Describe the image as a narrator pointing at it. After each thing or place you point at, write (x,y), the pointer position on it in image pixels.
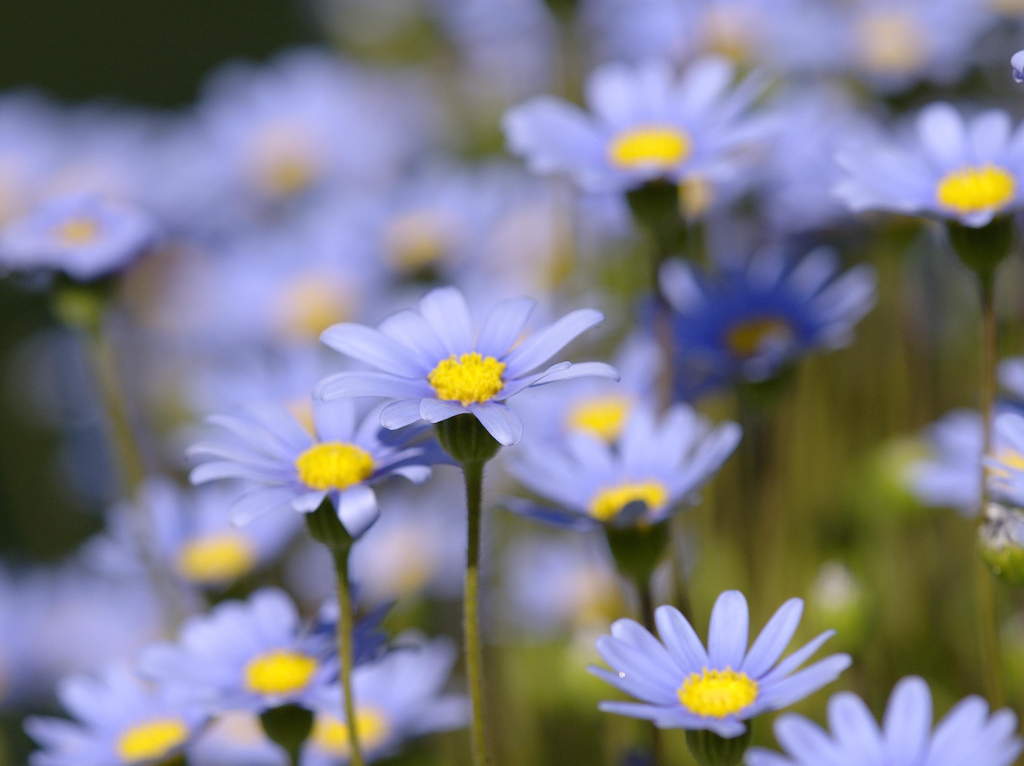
In this image I can see many blue color flowers (362,445) to the stems (347,659). The middle part (473,385) of the flowers (457,369) is in yellow color. The background (80,28) is blurred.
